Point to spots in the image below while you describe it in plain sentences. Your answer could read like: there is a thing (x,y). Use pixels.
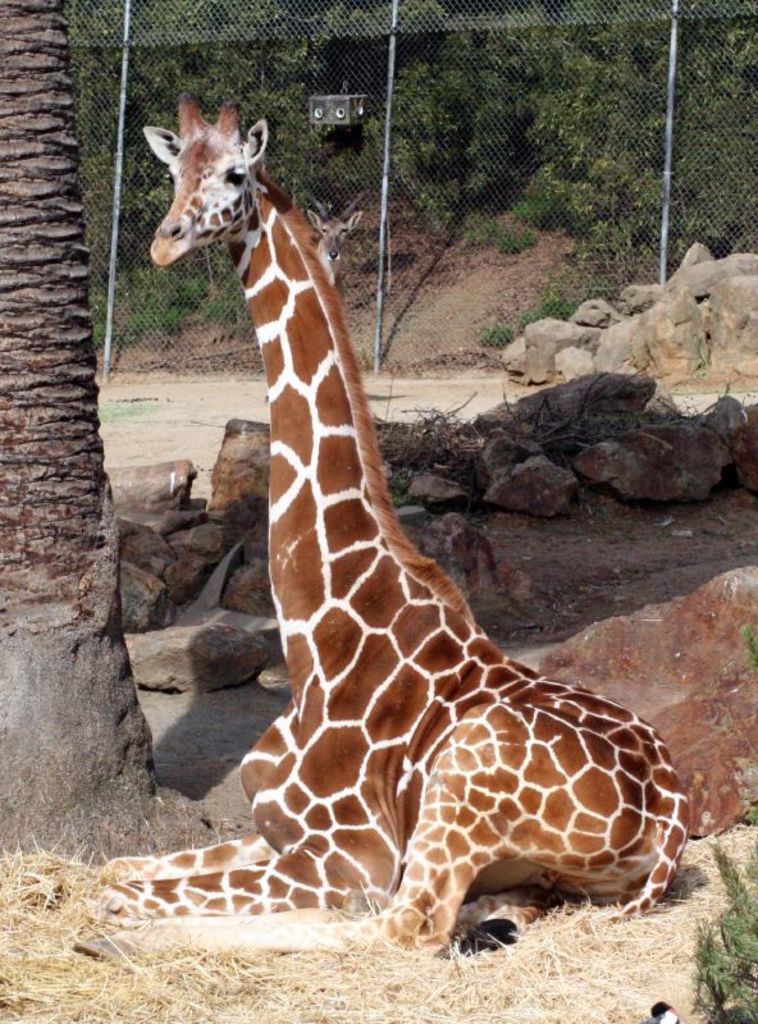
In the image we can see a giraffe (371,563). Here we can see dry grass (532,965), stones (506,513) and mesh (394,287). Here we can see the tree trunk (71,292) and plants (579,185).
